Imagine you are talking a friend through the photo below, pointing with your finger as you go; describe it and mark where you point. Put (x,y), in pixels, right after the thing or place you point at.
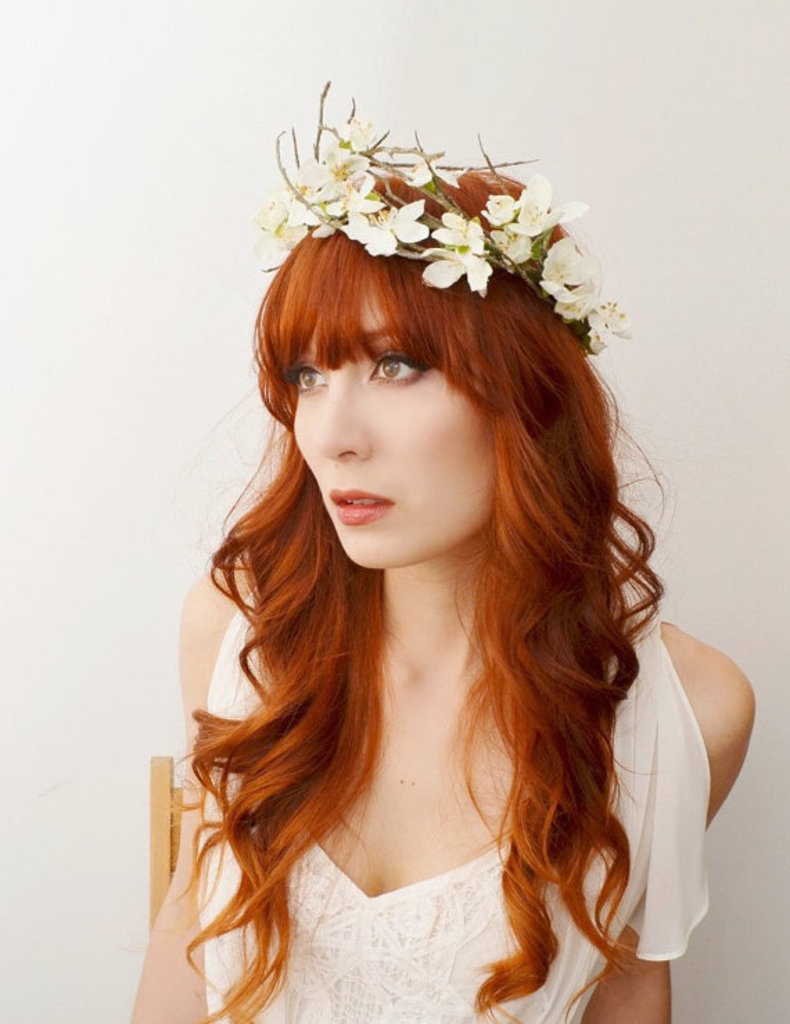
In the picture we can see a woman (665,1007) wearing a white dress (344,958) and having red hair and some flowers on her head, in the background (687,311) we can see a wall (20,729) which is white in color.
